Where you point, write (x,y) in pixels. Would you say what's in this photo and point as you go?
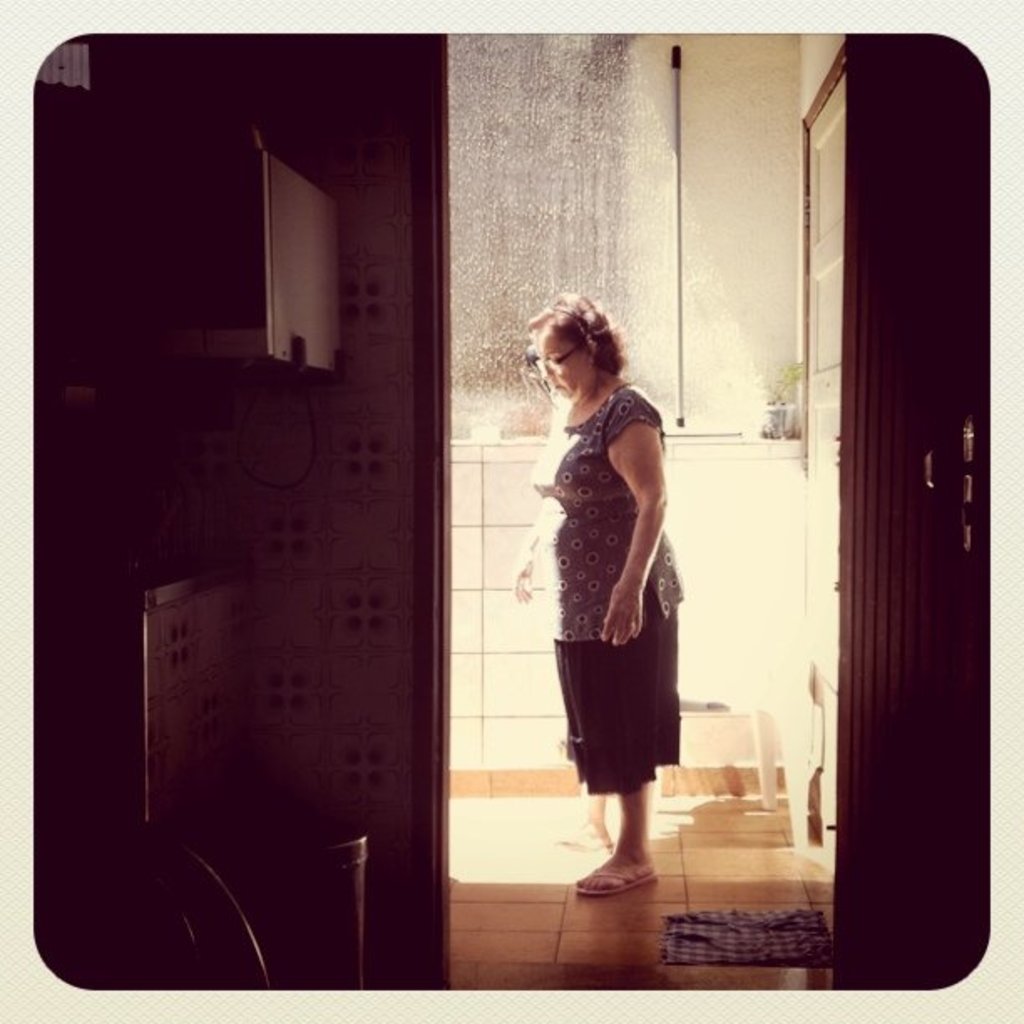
In this image there is a lady (641,613) standing on the floor (580,820), behind her there is a wall (709,571). On the left side of the image (183,705) there are few objects (317,843) placed, on the other side of the image there is a door (876,740) and a mat (707,940) on the floor (632,946).
